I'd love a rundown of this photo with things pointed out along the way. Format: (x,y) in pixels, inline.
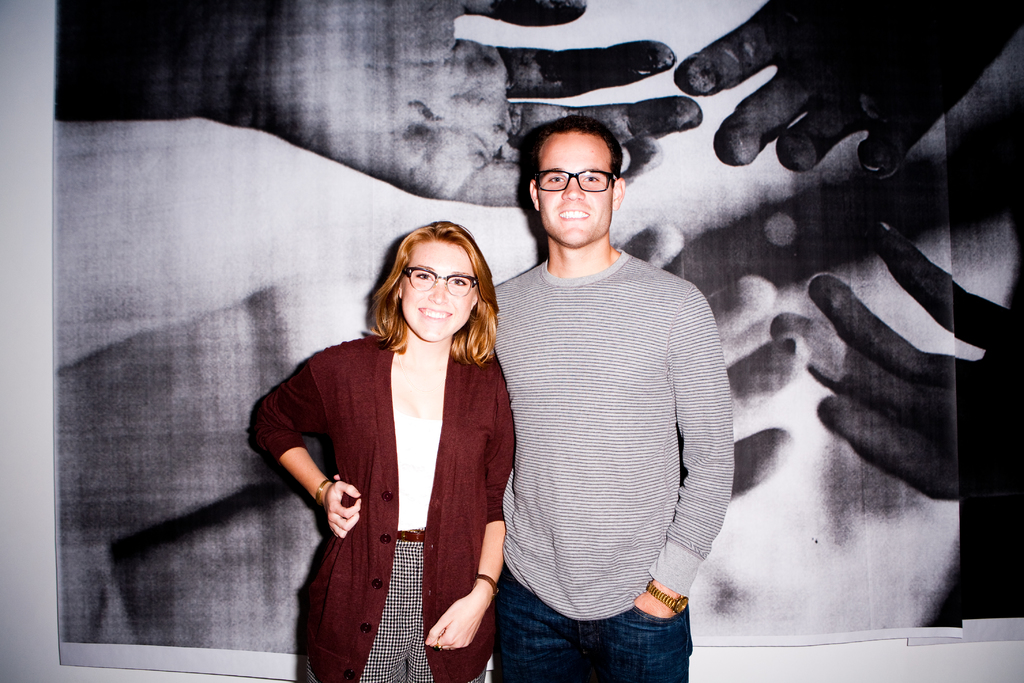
In this image I can see a woman (408,428) and a man (536,428) are standing and smiling. In the background (18,215) I can see the white colored wall (17,147) and a huge photograph (409,211) attached to the wall (1,215).
